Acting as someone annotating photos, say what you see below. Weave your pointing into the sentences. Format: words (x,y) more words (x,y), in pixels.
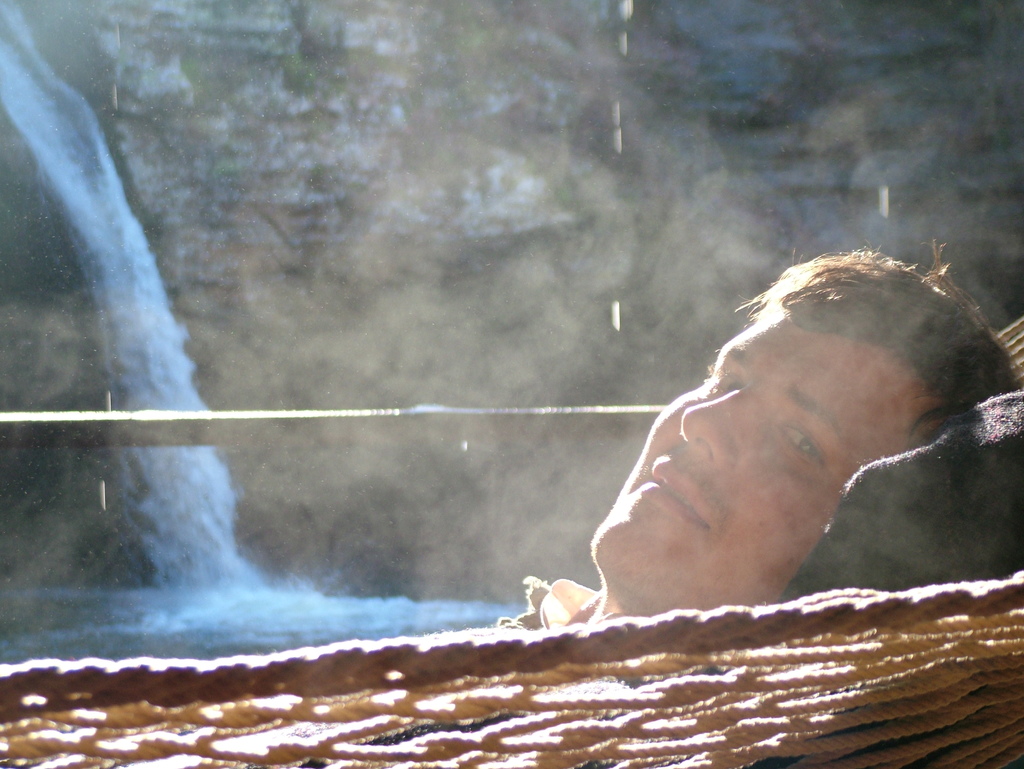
In this image we can see a person's face (812,536). In the background of the image (244,463) we can see waterfall (31,140) and mountain (387,189) which are in blue.
